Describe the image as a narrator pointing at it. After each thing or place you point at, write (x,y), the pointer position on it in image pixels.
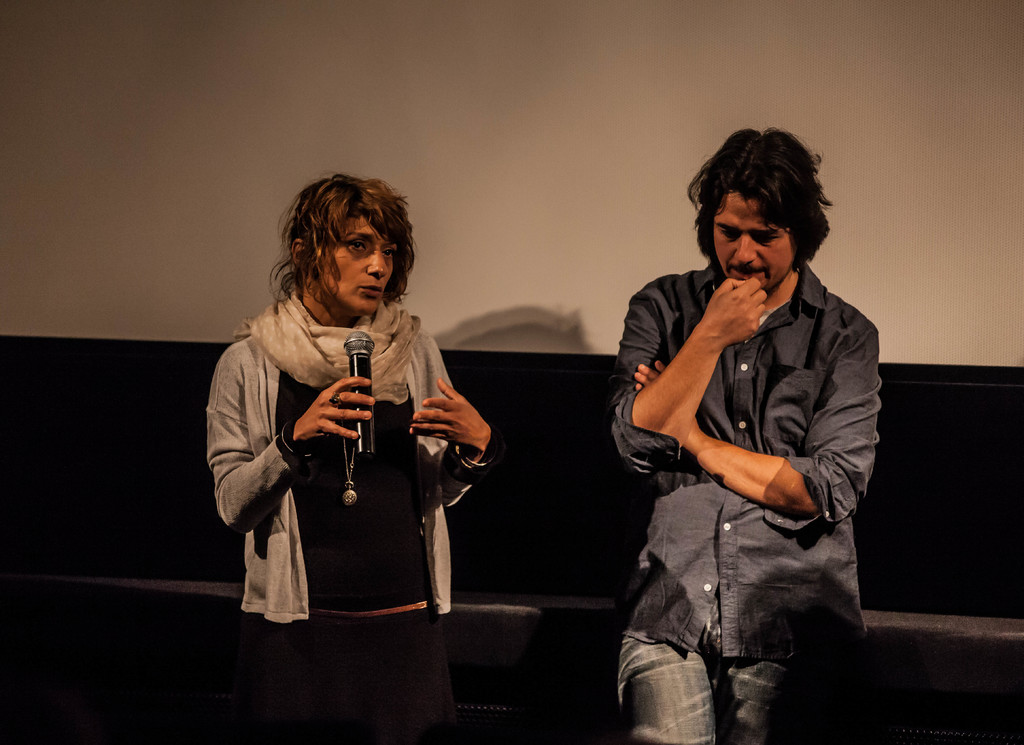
In this image I can see a woman (459,409) and a man (652,643) are standing. I can see she is holding a mic (355,342). I can also see she is wearing a scarf (266,324).
